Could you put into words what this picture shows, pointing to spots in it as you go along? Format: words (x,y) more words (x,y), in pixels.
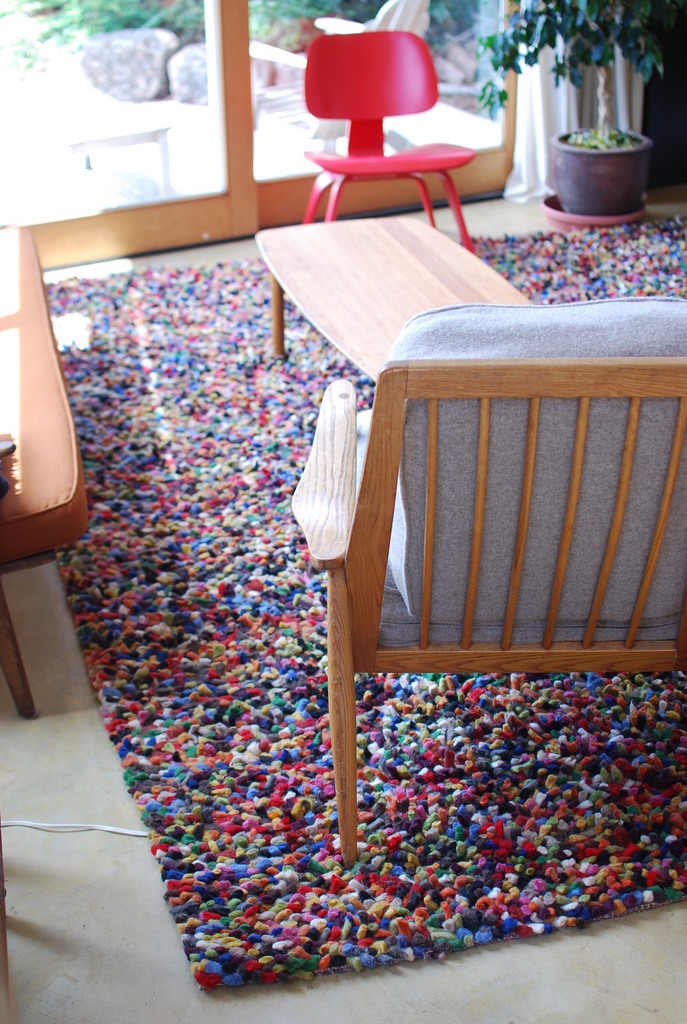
In this picture we can see inside view of a room (384,540), in this we can see chairs (470,359) and a table (284,272) on the carpet (262,262), in the top right hand corner (554,128) we can see a plant (539,45) and curtains (594,106).
